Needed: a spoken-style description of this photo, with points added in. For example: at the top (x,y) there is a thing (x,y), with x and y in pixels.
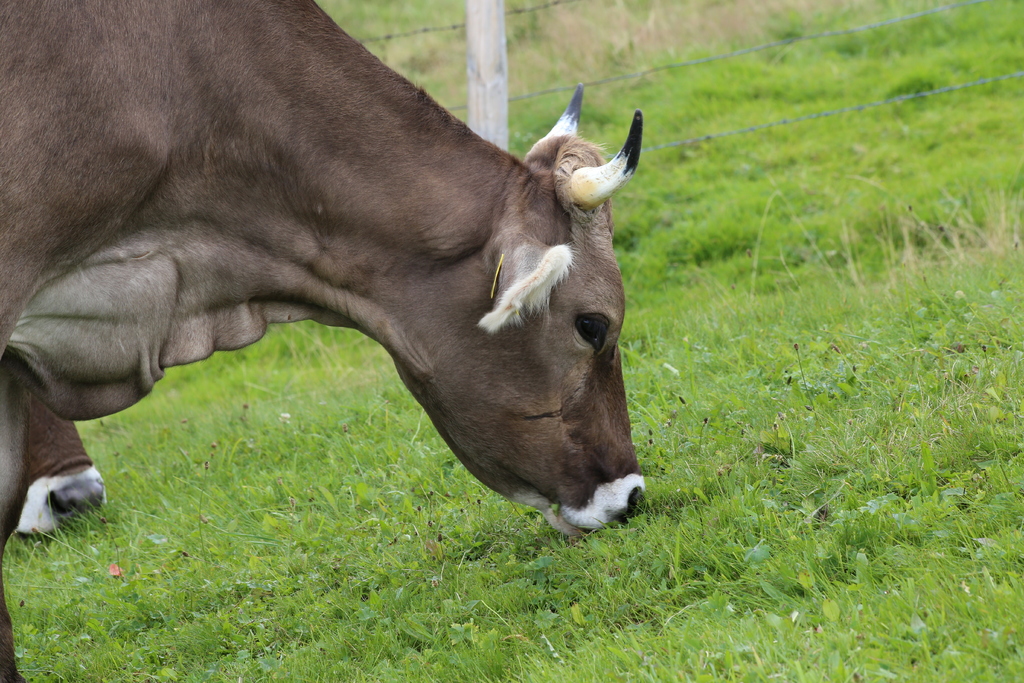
In this image we can see animals (241,332) eating grass (677,415), also we can see fencing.
